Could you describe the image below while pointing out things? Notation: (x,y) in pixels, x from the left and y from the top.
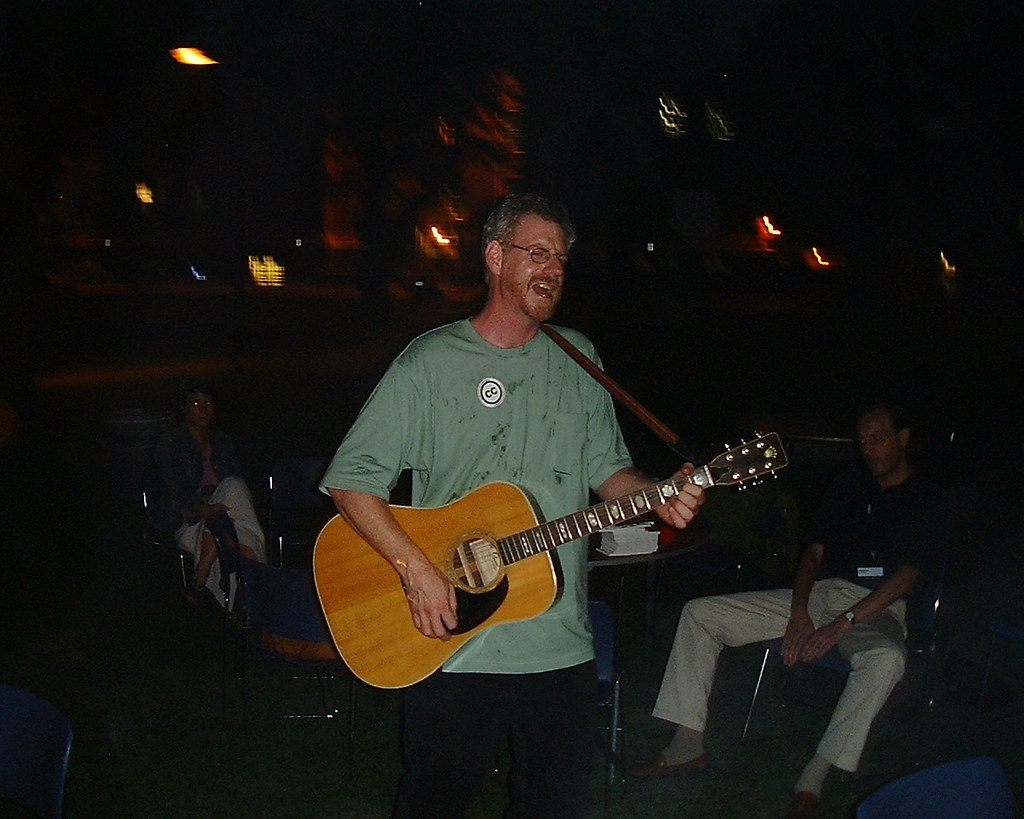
In this image, In the middle (584,497) there is a man (585,600) standing and he is holding a music instrument (356,599) which is in yellow color he is singing, In the background (801,557) there are some people (879,563) sitting on the chairs (45,810).
